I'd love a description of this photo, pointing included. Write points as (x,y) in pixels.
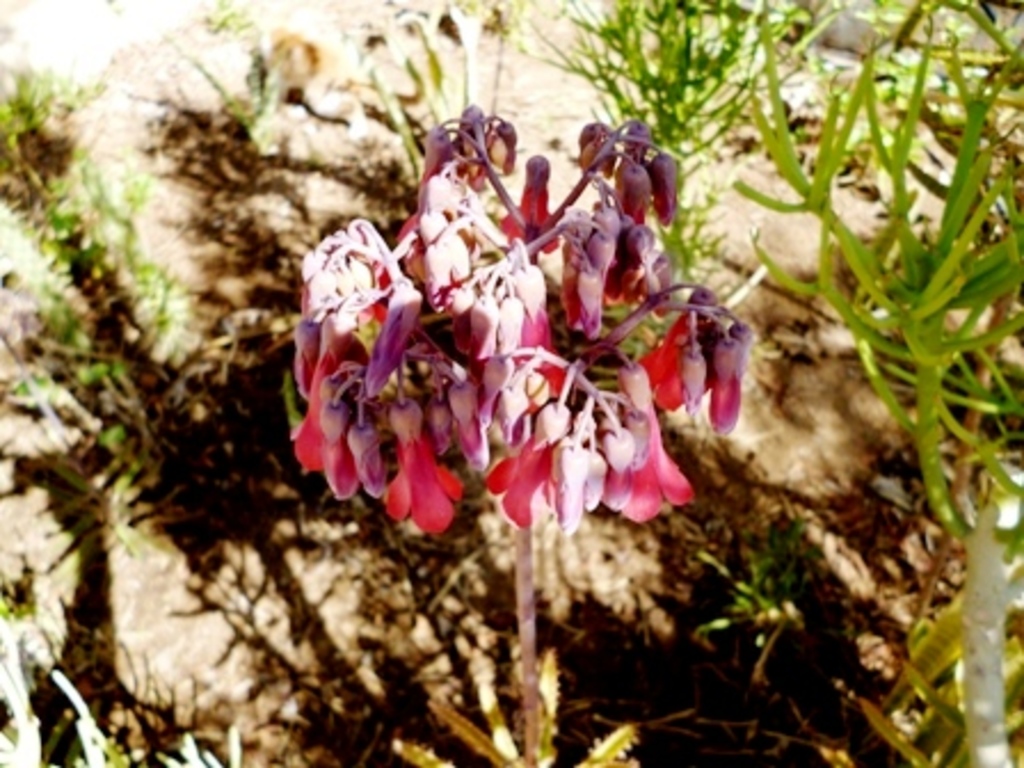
In this image we can able to see some pink flowers (530,368), there are some plants (988,705) behind with it.
